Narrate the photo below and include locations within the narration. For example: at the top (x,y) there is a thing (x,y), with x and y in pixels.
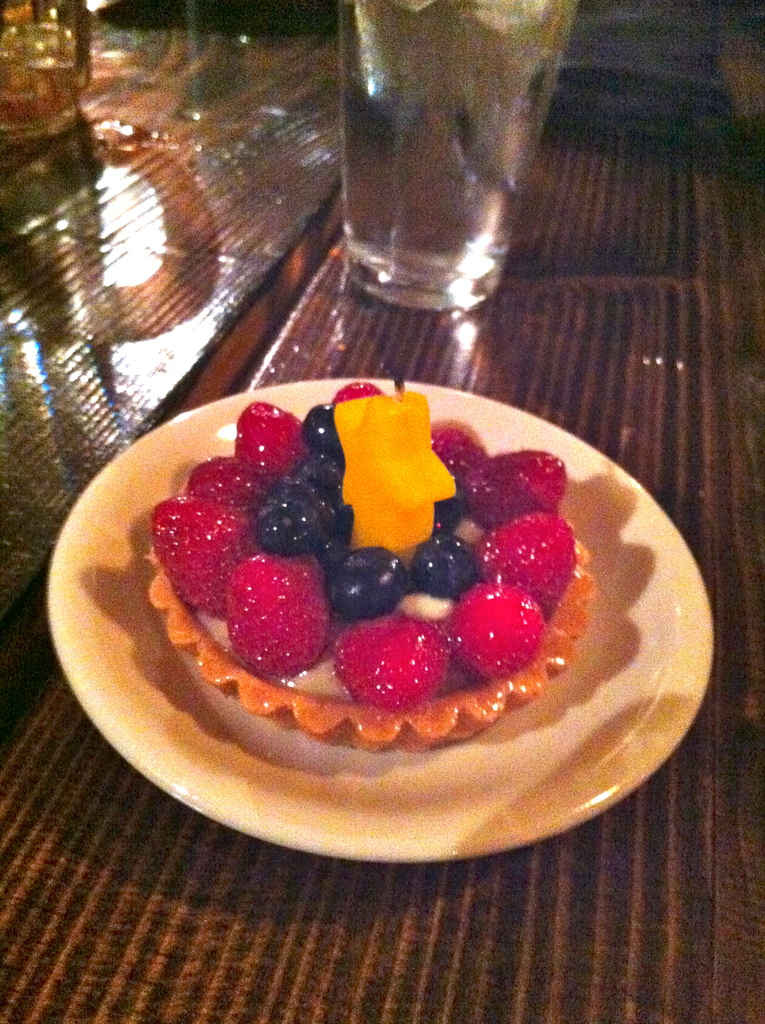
In this picture we can see a plate (166,749) with food items (569,579) on it, glasses (40,74) and these all are placed on a table (283,253).
